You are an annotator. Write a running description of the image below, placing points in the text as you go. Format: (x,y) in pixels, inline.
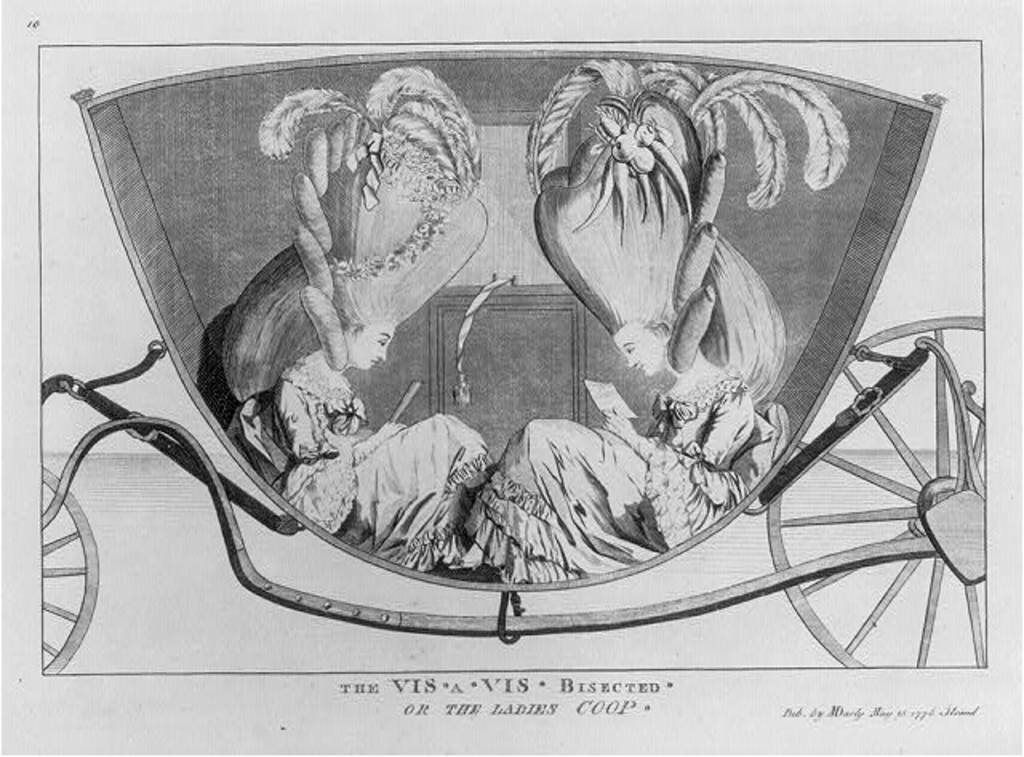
In the picture I can see the painting (253,333). In the painting (458,295) I can see two women (561,476) sitting in the two wheeler (792,583) and there is a text (448,697) at the bottom of the picture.
